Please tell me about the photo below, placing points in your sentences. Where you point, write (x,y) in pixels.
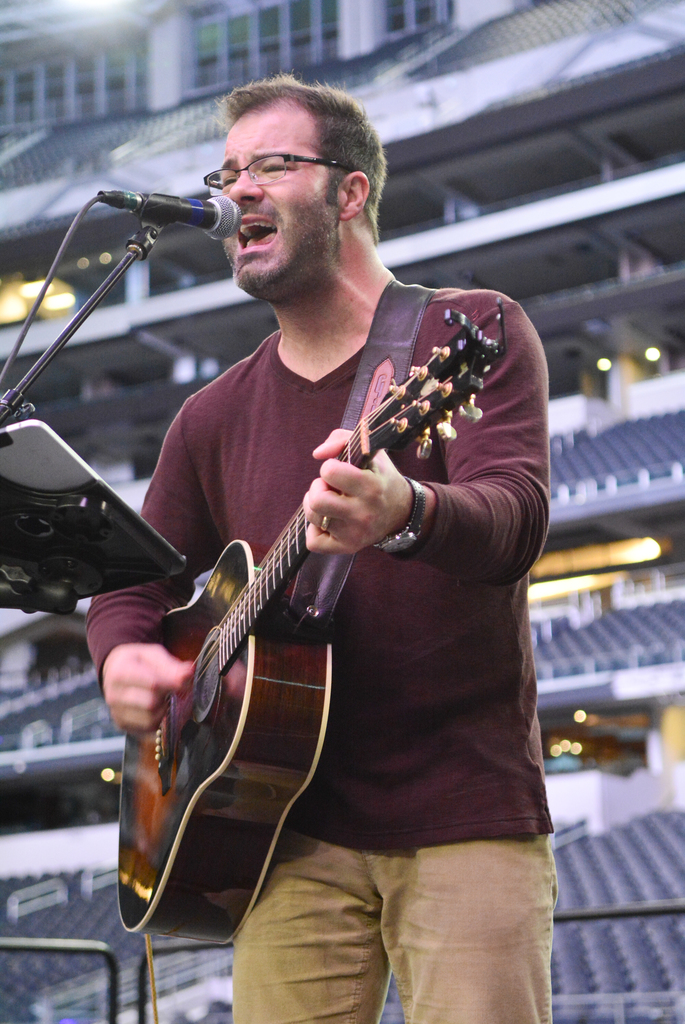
Here is the man (372,754) standing and singing a song. He is playing guitar (226,680). This is a mic (159,223) attached to the mike stand (38,365). At background (583,365) this looks like a stadium (637,680).
